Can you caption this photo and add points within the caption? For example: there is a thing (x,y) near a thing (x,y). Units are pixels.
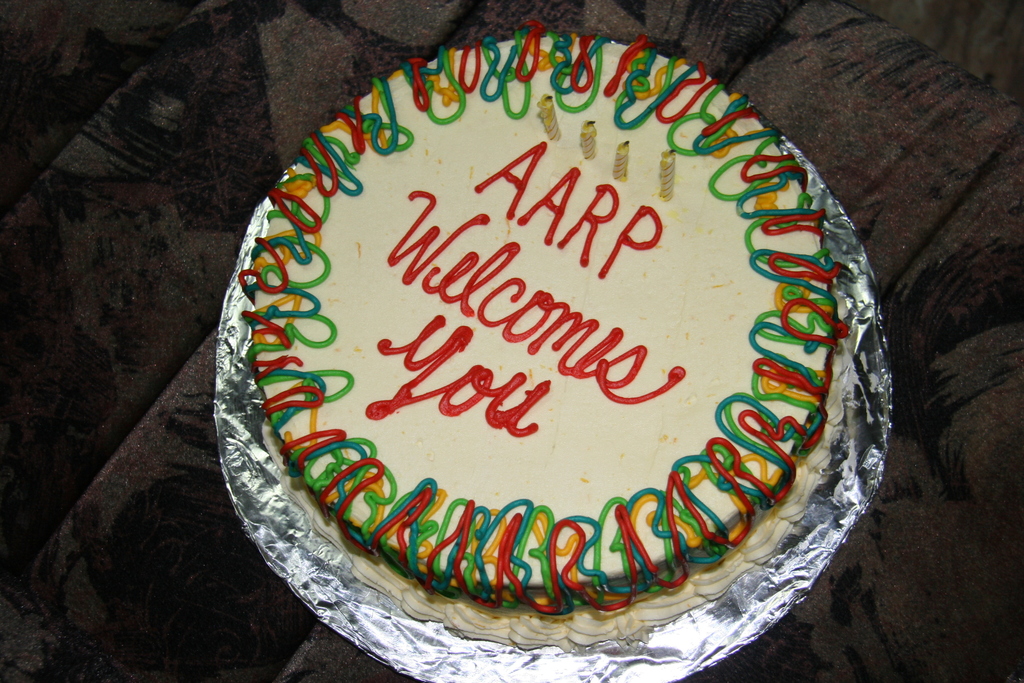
In this image, I can see a cake (262,356) four candles (583,131) and something written on cake (556,431).
